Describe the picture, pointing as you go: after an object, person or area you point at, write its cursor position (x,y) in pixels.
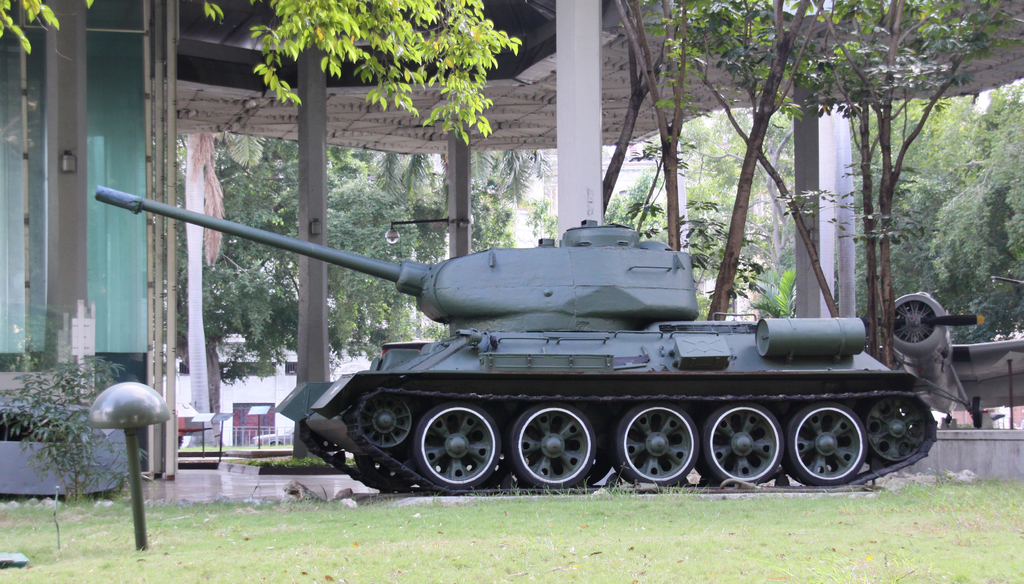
Land (357,511) is covered with grass (593,535). Here we can see military vehicle (724,357) and plane (927,340). Background (963,335) there are trees (921,74), open-shed (551,17), pillars (306,166), light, information boards (204,417) and plants (57,403). This is glass wall (41,210).
